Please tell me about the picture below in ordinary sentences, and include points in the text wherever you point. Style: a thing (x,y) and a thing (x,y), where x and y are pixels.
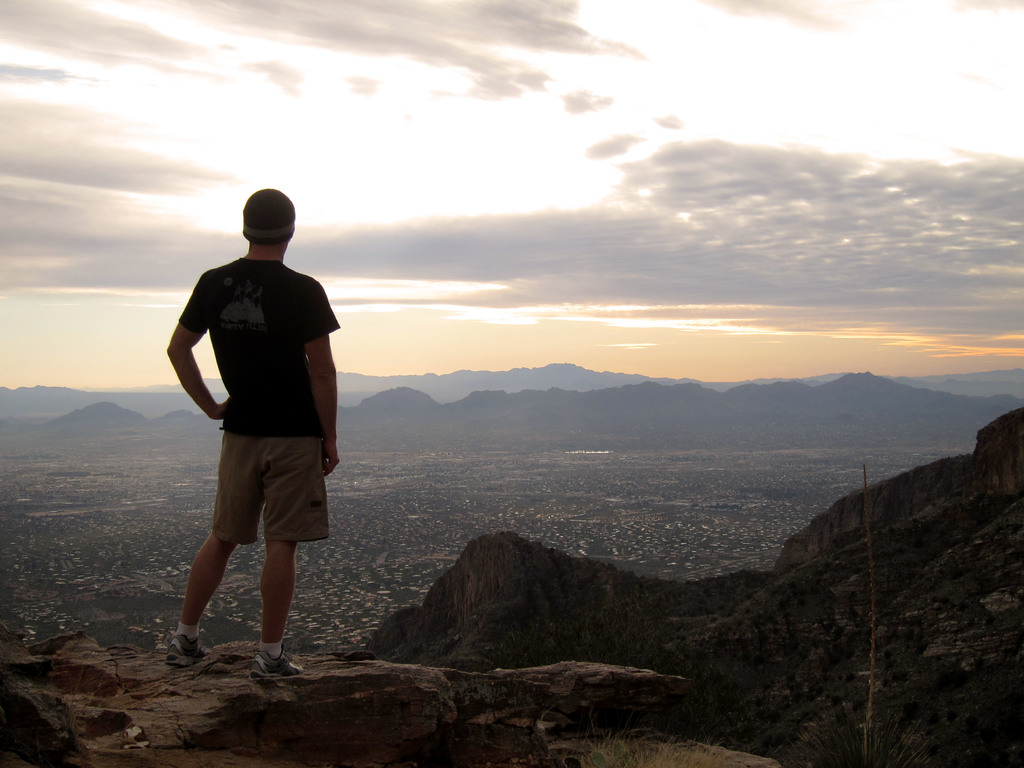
On the left side of the image (248,502) we can see a man (233,389), he is standing, in the background (466,308) we can see few hills (862,397) and clouds (685,268).
